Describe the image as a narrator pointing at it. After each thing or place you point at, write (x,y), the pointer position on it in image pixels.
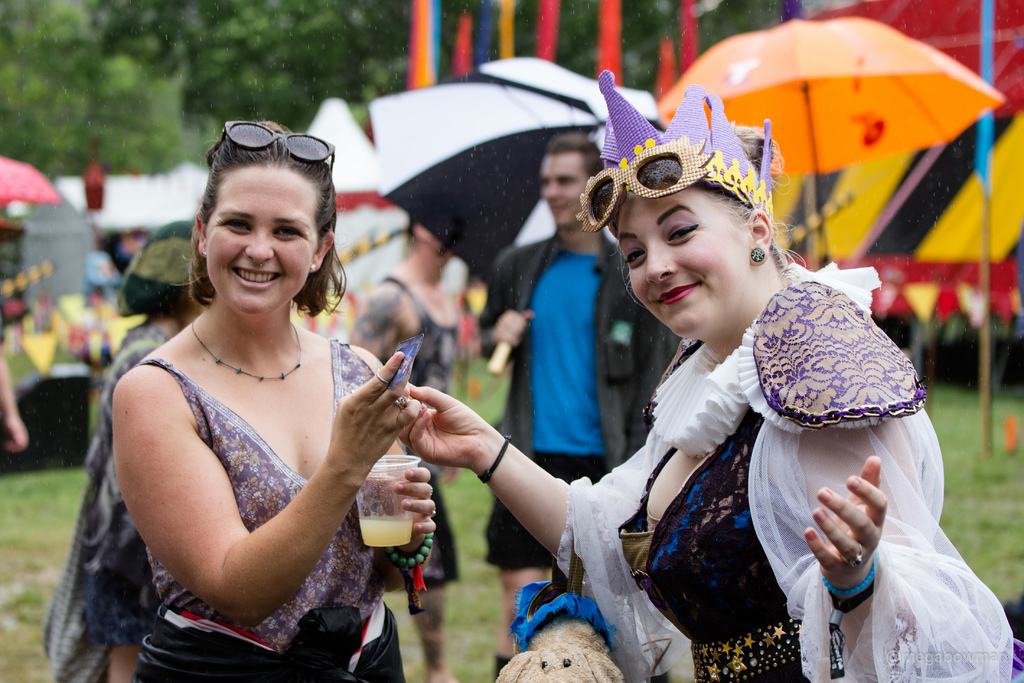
In this image we can see two women (411,506) wearing different clothes (193,613) are standing here and smiling. The background of the image (138,607) is blurred, where we can see a few more people (416,273), we can see umbrellas (405,169), some decoration items (987,240) and trees (187,84).
